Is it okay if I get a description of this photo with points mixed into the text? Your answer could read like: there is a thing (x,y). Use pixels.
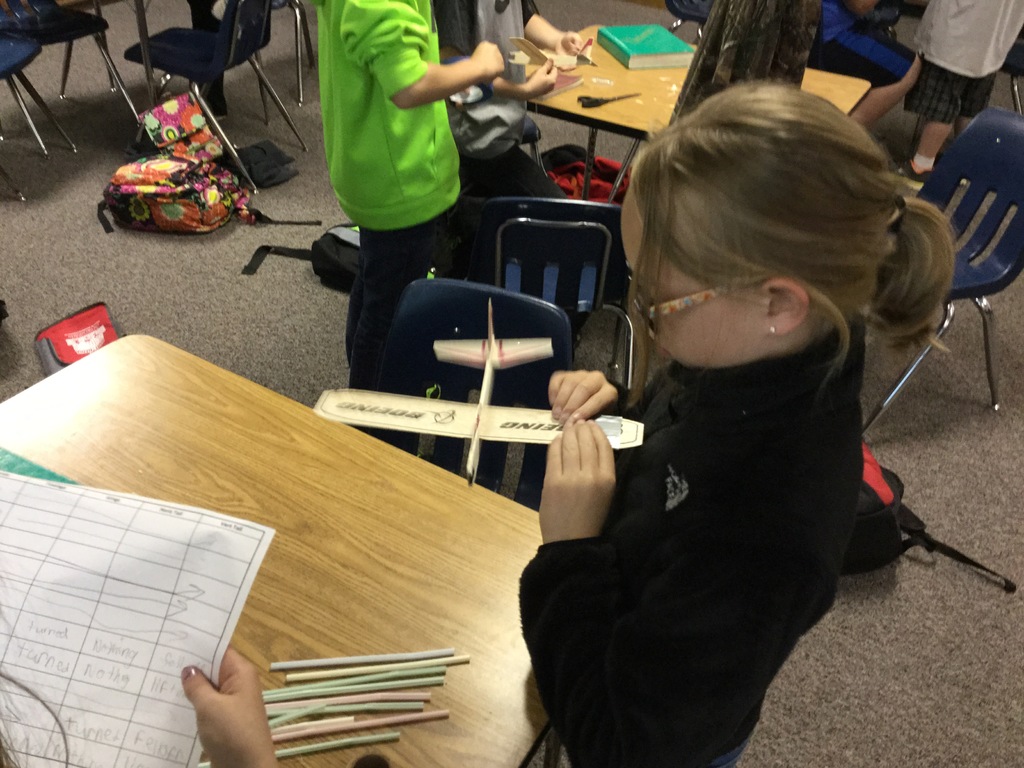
This girl (649,412) is standing and holding a toy (385,425). In-front of this girl (681,499) there is a table (293,513), on a table (400,587) there are straws (348,677). Beside this girl (678,583) another person (237,662) is standing and holding a paper (140,648). In this room (74,62) there many chairs (215,58), beside this chair (441,294) there are bags (175,173). This persons (437,57) are also standing, in-front of this person (495,15) there is a table (623,70), on this table (629,81) there is a scissor (582,104), book (633,53).
